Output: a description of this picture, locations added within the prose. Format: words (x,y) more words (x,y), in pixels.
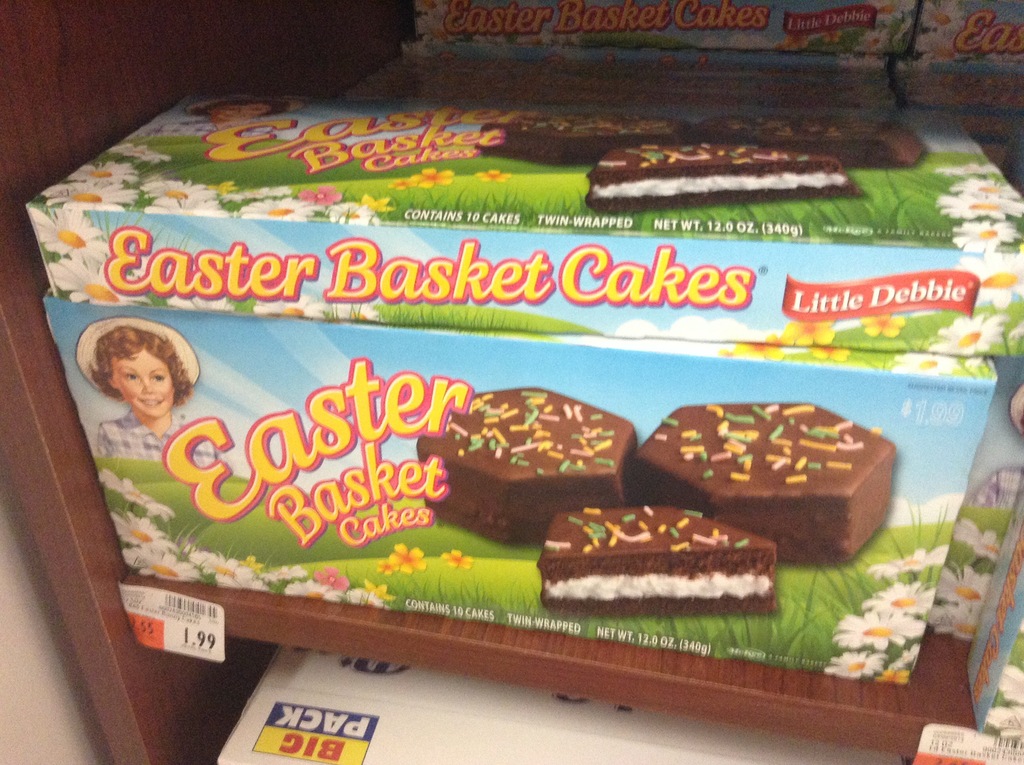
There is a wooden cupboard (26,118). On the rack (617,646) there are boxes (410,300). On the boxes (485,219) there are images (140,375) of a girl (130,403), cakes (633,491), flowers (898,589). Also something is written on the boxes (328,487). On the rack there is a rate tag (177,622). Below the rack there is a white color object (426,719).
